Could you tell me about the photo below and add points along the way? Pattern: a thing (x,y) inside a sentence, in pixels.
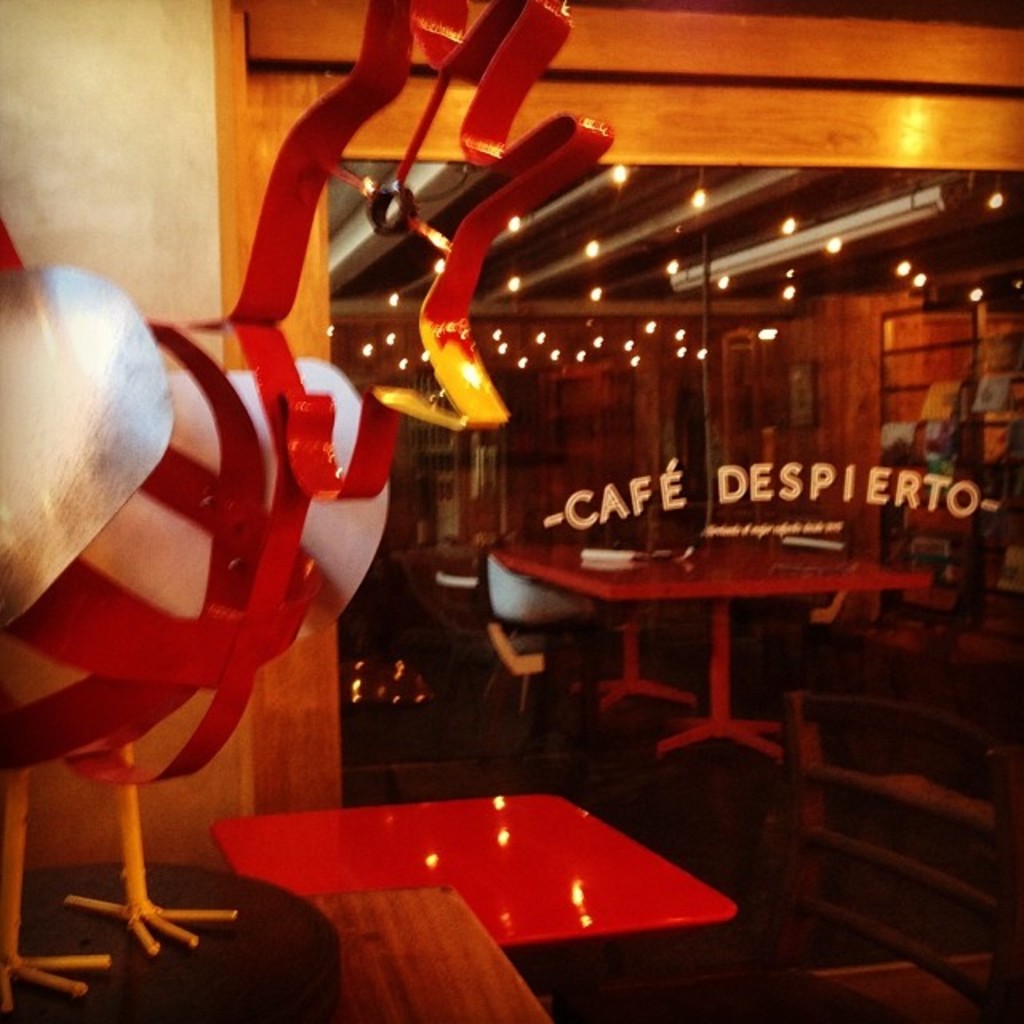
In the image there is a model of the hen (93,771) in the foreground (143,856), behind the model (57,723) there are empty tables (645,594) and there is a cafe name (606,516) on the doors (699,333) in front of the tables (691,589).
